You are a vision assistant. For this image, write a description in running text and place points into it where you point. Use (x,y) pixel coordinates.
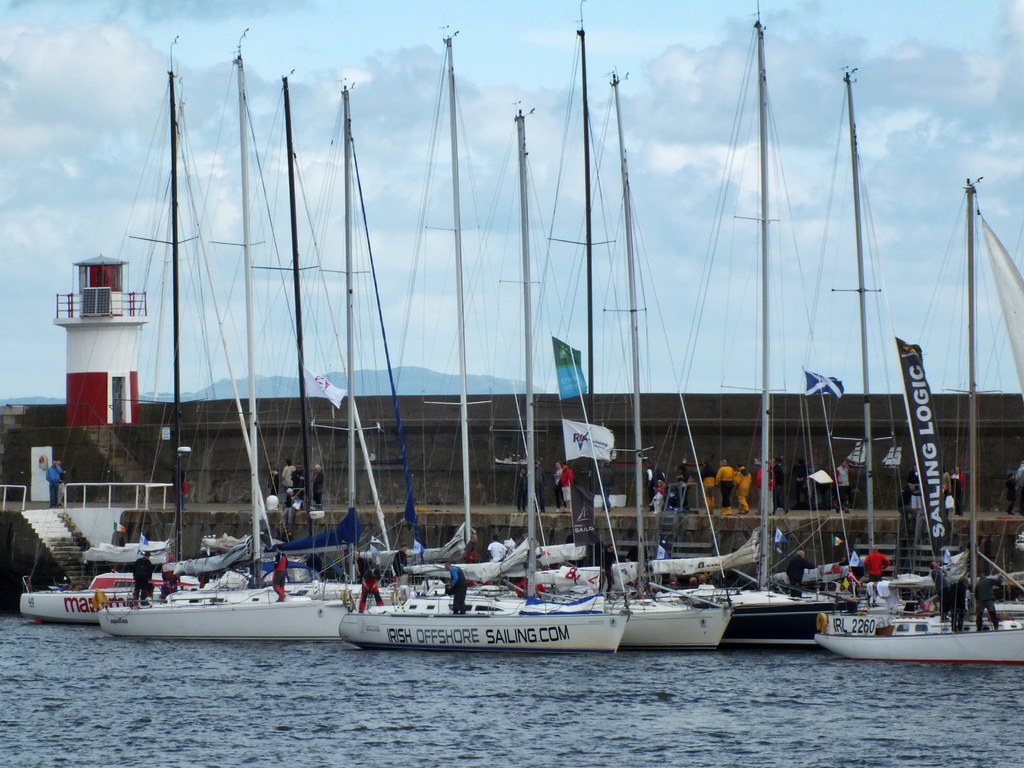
In the picture I can see the sailing ships (488,645) in the water (164,679) and there are a few persons (936,565) in the ships (546,567). I can see the staircase (78,554) on the left side (47,520). I can see the flagpoles (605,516) in the ships (209,547). There is a house construction (125,341) on the left side (134,362). In the background (432,372), I can see the hills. There are clouds (673,153) in the sky (614,168).
